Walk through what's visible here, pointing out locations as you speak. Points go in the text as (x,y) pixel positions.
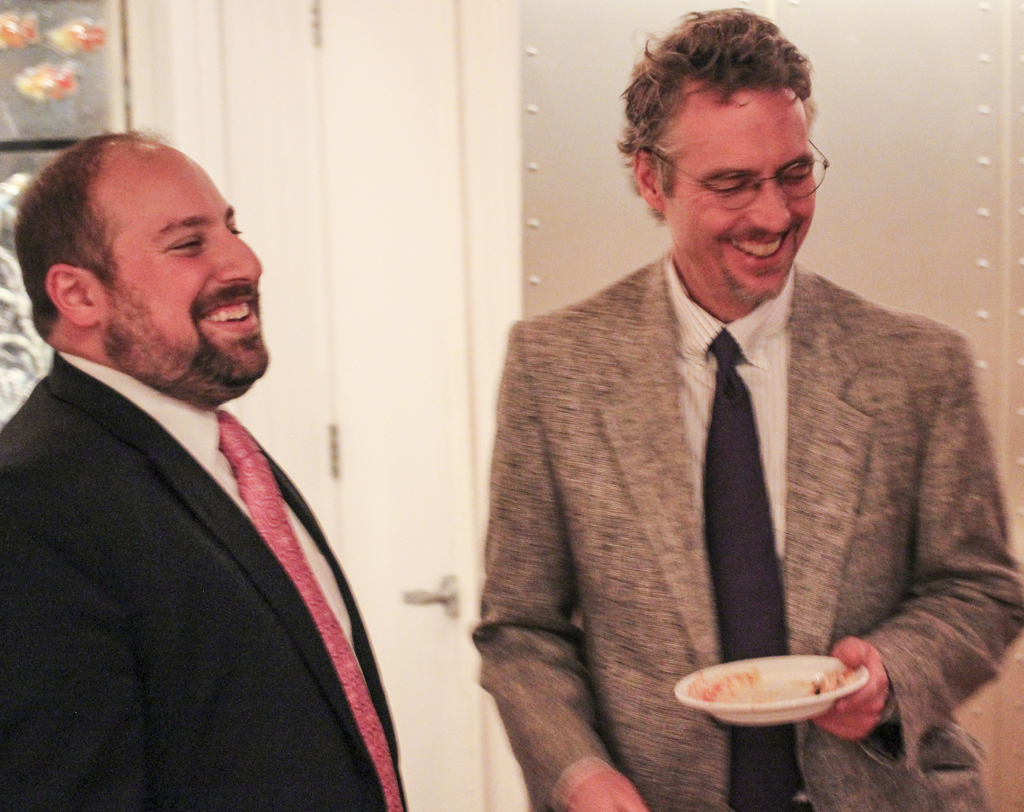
This picture seems to be clicked inside the room (865,187). On the right (810,356) we can see a man (711,355) wearing suit (824,331), smiling, holding a white color plate (771,669) and standing. On the left (115,396) we can see another man (179,324) wearing black color suit (169,483), smiling and standing. In the background (349,343) we can see the door (400,115), wall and some other objects (44,87).
